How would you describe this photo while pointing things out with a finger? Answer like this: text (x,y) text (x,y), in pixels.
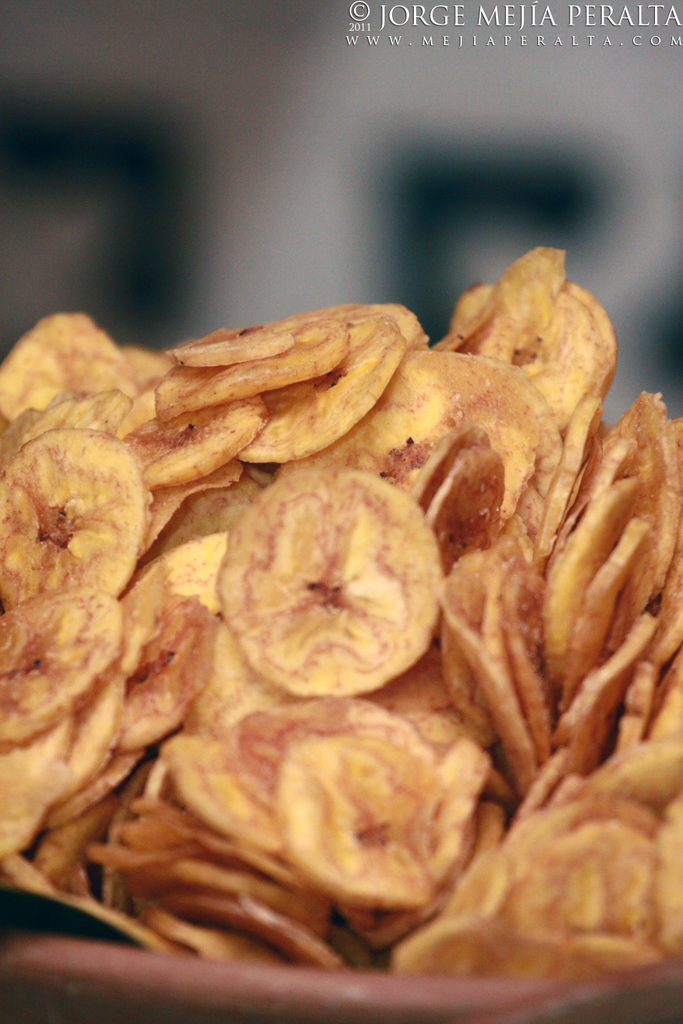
In this image we can see banana chips (347,604).
